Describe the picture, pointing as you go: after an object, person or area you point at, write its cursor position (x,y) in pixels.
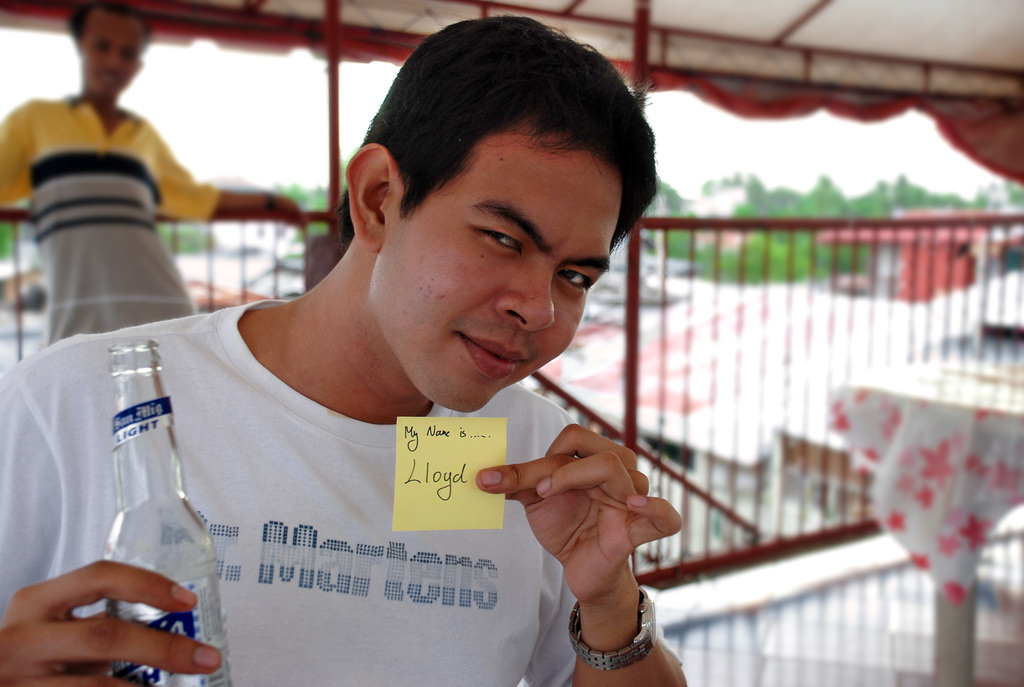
This person (405,606) is holding a note (476,465) and bottle (151,468). Far this person (107,234) is standing. We can able to see number of trees (830,210).
